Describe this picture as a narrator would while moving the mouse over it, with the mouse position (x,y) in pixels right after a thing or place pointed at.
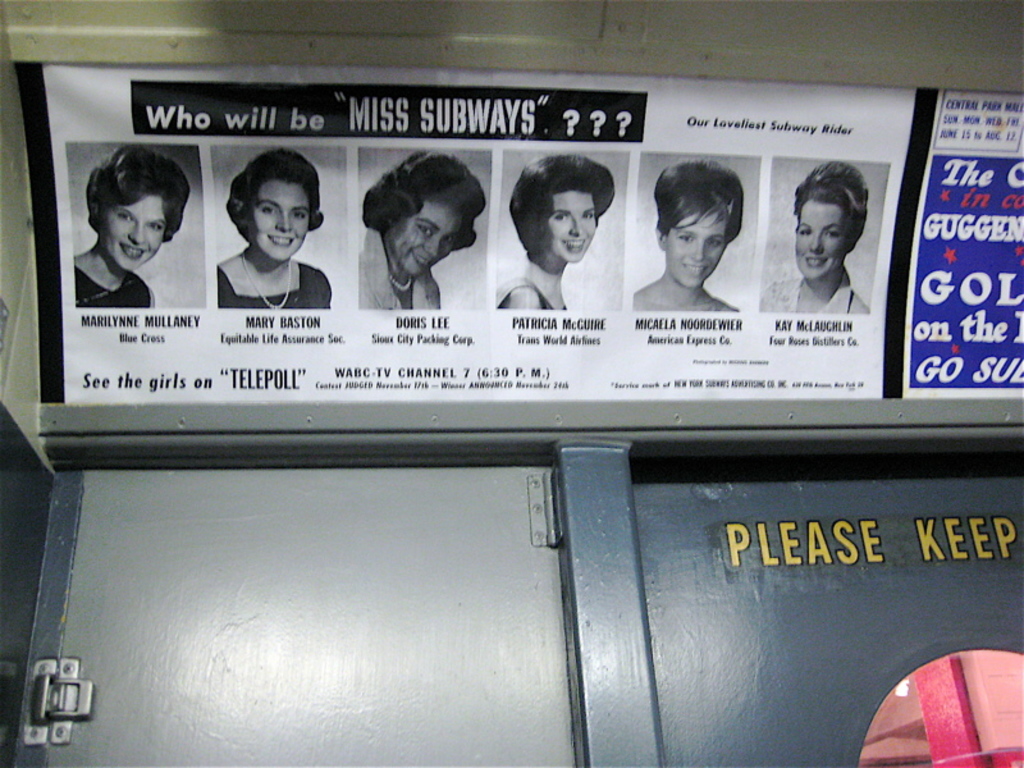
In this image we can see a poster (310,325) with few women pictures (508,252) and some text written on it, beside to it there is another poster (950,268). And we can see a door (443,587).
